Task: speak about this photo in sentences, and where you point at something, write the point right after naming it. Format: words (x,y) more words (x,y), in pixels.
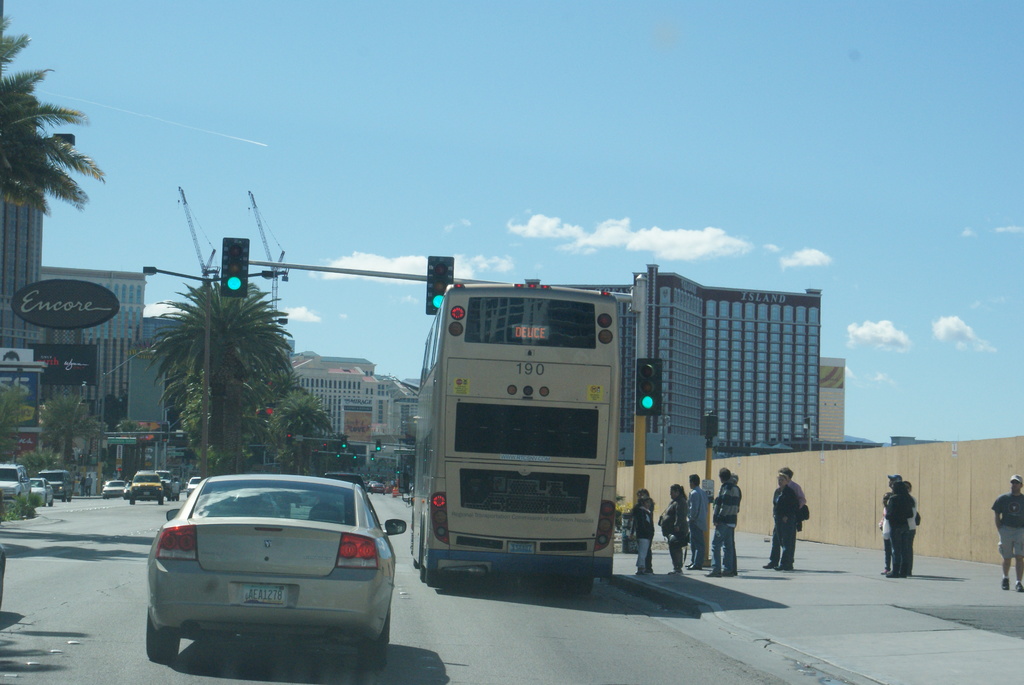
In this picture there are people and we can see vehicles (248,597) on the road (112,506), traffic signals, boards (74,365), poles (191,275), trees (210,384) and buildings (342,414). In the background of the image (430,116) we can see the sky (634,149) with clouds (332,263).
